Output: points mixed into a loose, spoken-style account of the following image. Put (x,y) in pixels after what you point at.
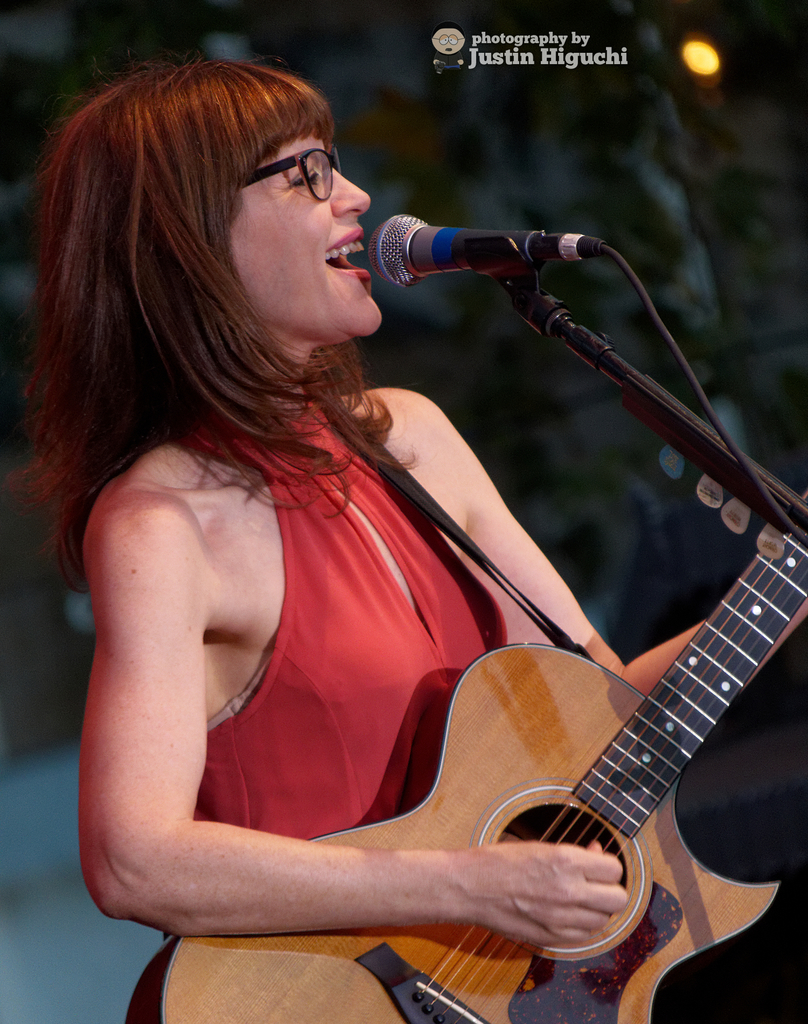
The girl (244,754) in red dress (244,818) wore spectacles (304,157) holds a guitar (348,965) and sings in-front of a mic (376,269).
